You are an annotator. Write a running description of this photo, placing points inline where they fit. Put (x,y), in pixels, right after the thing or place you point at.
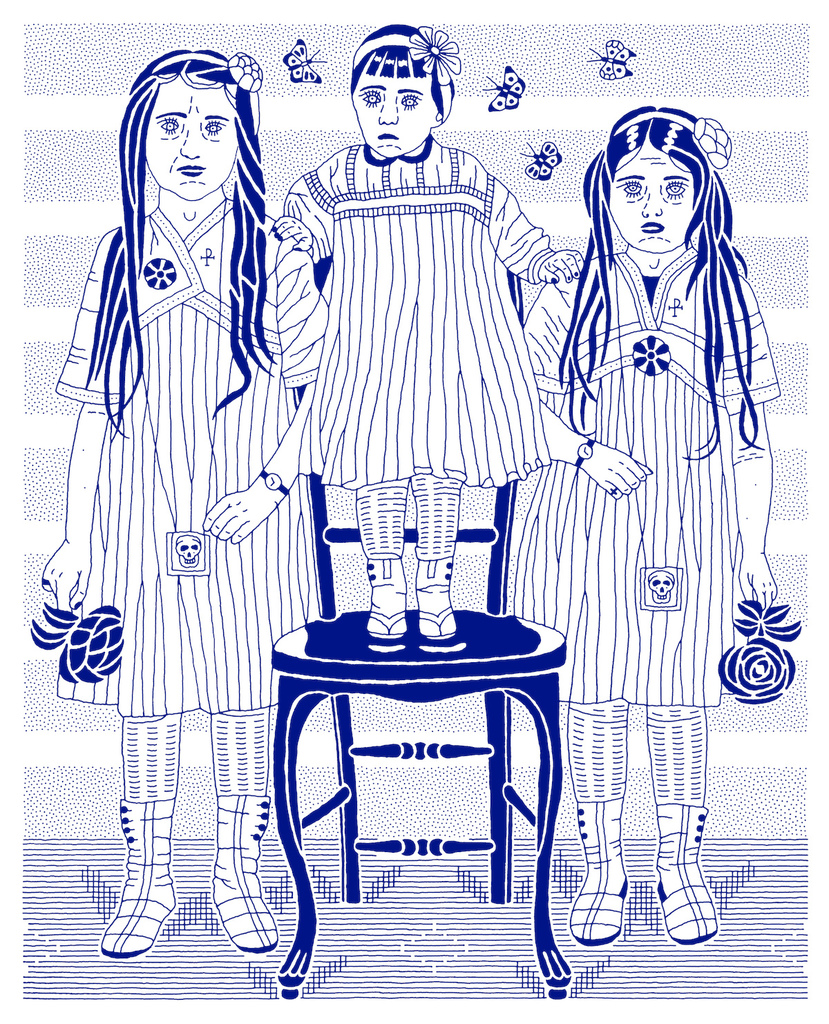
The image is a depiction. In this image we can see three persons (352,435) and a chair (430,692). On the left (149,419) the person (121,605) is holding a flower (111,640). On the right (647,573) the person (647,573) is holding a flower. At the top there are butterflies (619,61).
